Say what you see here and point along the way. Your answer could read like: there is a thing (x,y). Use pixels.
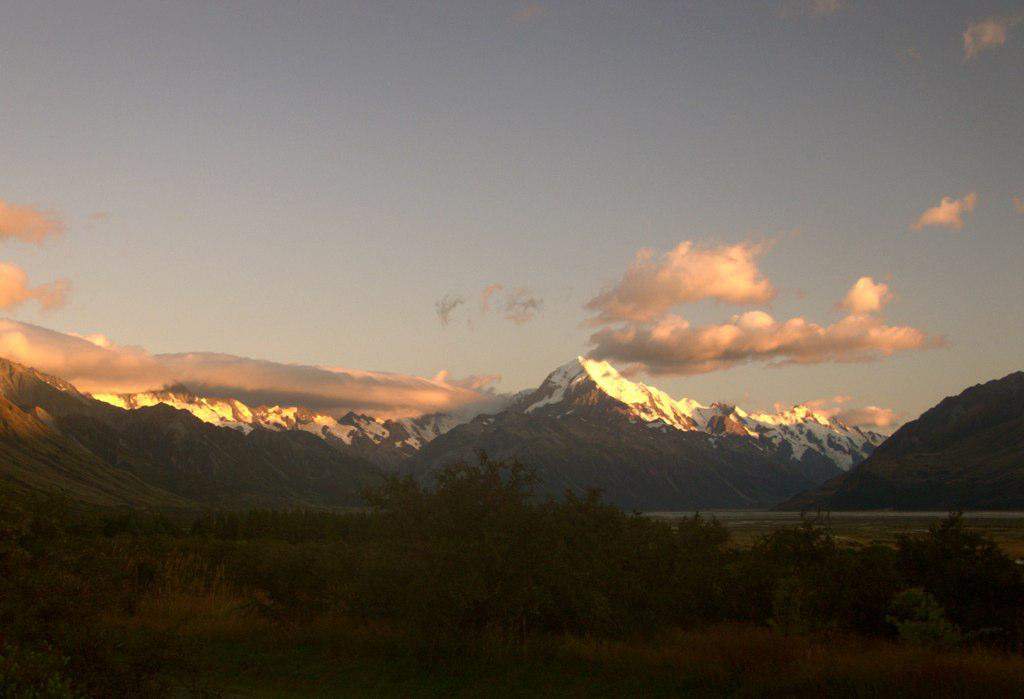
In this image there are so many plants (559,564) at the bottom (695,635). In the middle (508,441) there are mountains (438,420) on which there is snow (712,406). At the top (420,169) there is the sky (420,169).
